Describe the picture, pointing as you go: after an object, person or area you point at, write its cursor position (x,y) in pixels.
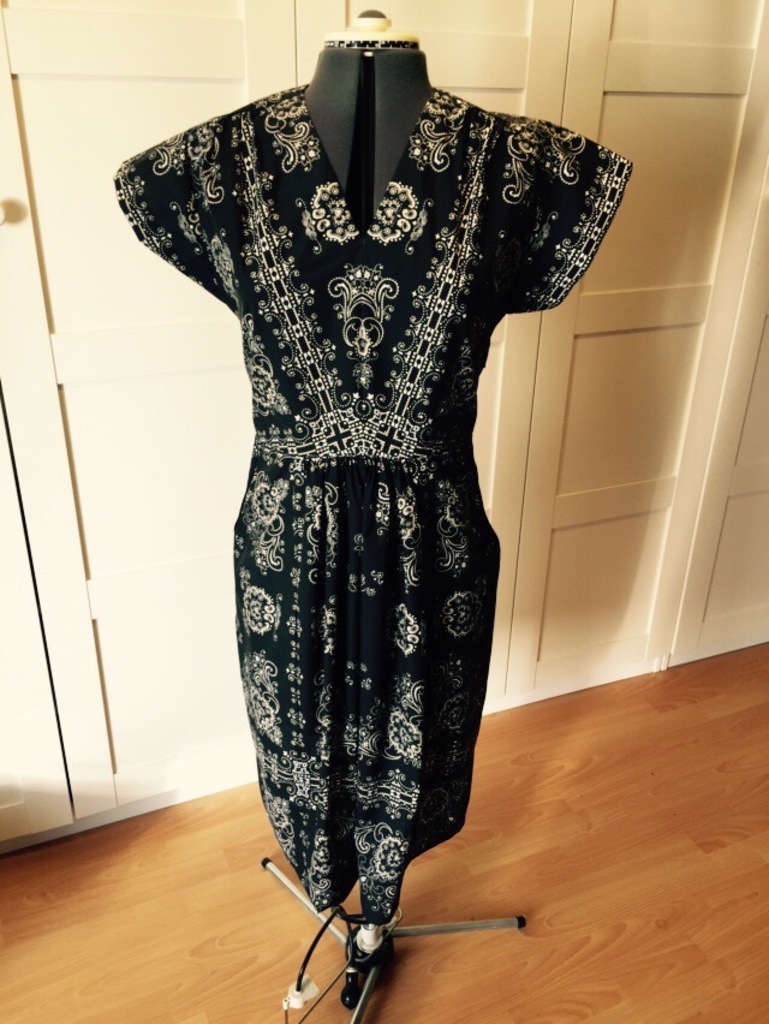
Here we can see a black and white dress (467,600) on this wooden floor (470,871). This is white wall (106,529).
